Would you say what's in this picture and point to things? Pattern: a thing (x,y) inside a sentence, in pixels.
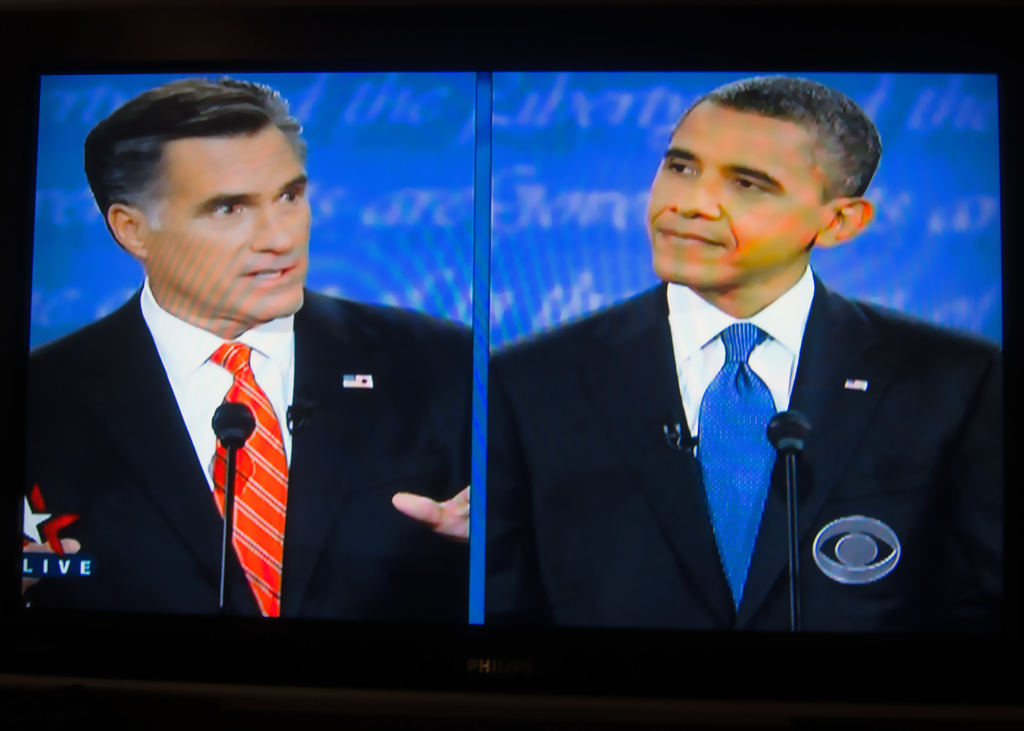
This picture shows a television (562,537) displaying and I can see couple of men (460,346) speaking with the help of microphones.
